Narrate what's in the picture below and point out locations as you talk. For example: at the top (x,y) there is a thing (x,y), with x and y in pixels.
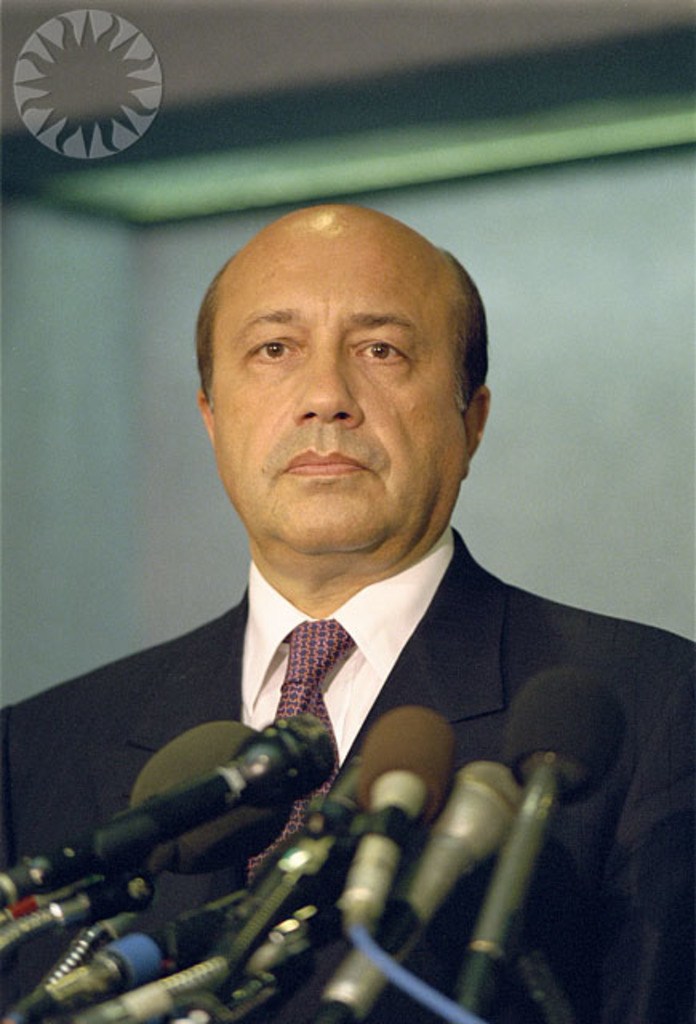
In this picture we can see a person (328,592) in front of the mics (274,882).
